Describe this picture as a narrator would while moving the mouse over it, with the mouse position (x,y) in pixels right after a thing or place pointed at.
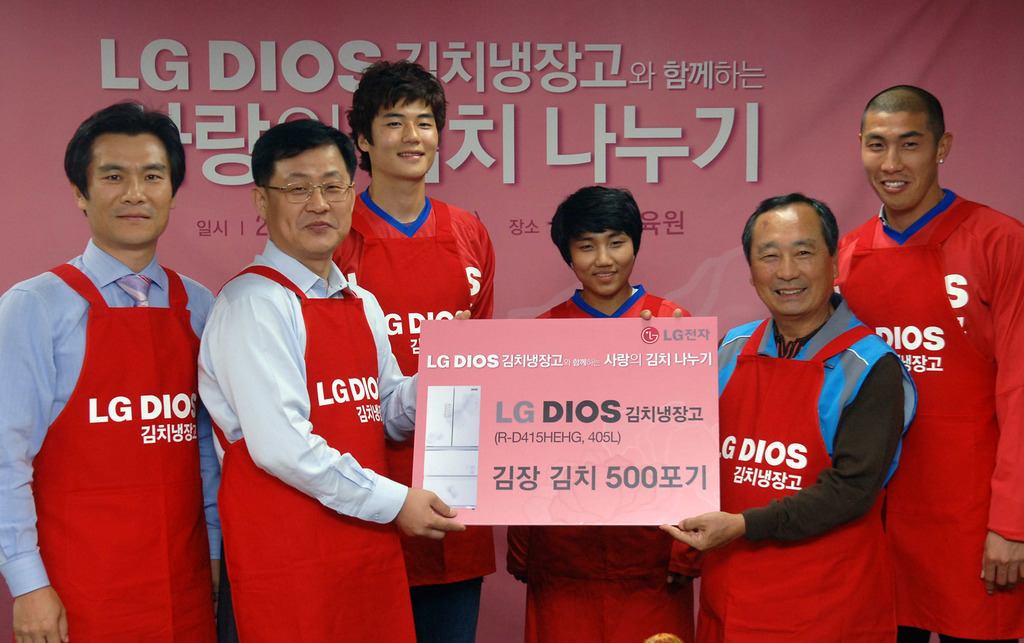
In the image there are a group of men (406,368) collectively holding a card (644,344) that belongs to LG company and behind them there is a banner (59,157).
